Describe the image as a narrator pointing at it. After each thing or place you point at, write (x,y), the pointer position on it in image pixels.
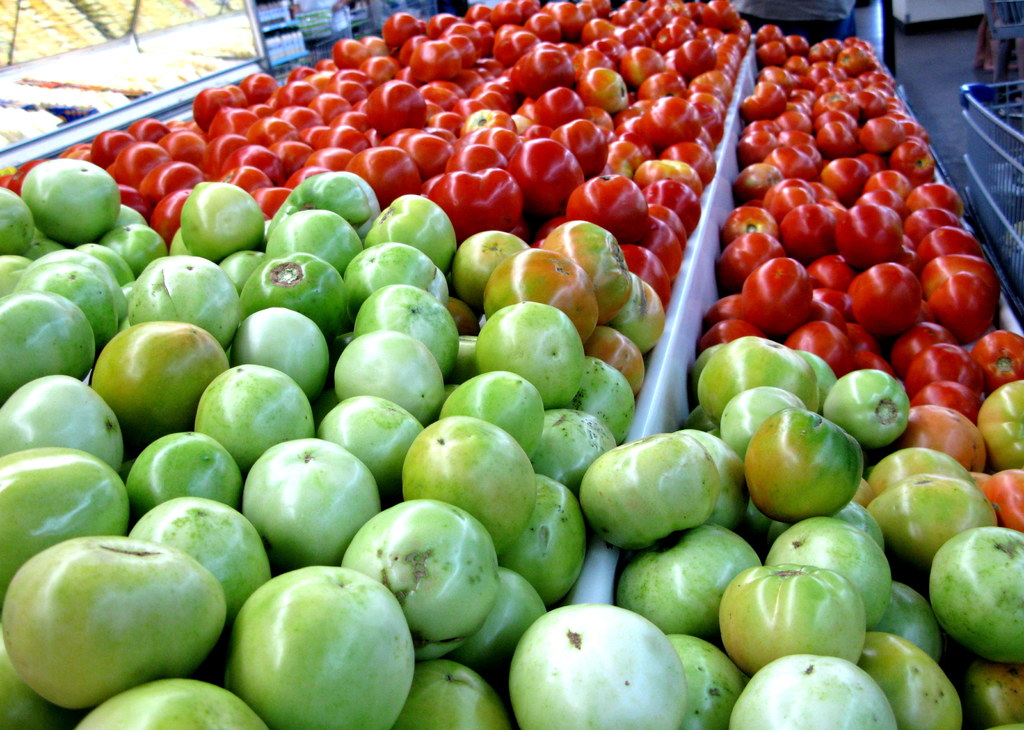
In this image there are tomatoes (843,296).
